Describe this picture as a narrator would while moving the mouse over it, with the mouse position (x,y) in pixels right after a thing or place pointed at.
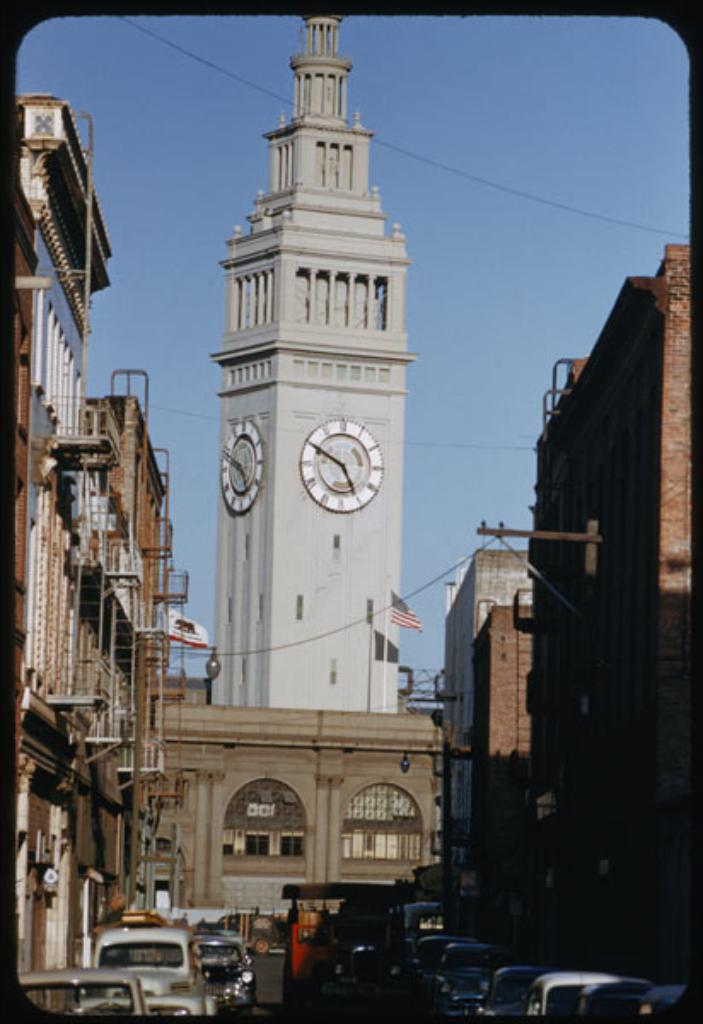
In this image in front (60,993) there are vehicles (413,941) on the road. There are buildings (240,657), flags (184,624). In the background of the image (506,261) there is sky (506,242).
